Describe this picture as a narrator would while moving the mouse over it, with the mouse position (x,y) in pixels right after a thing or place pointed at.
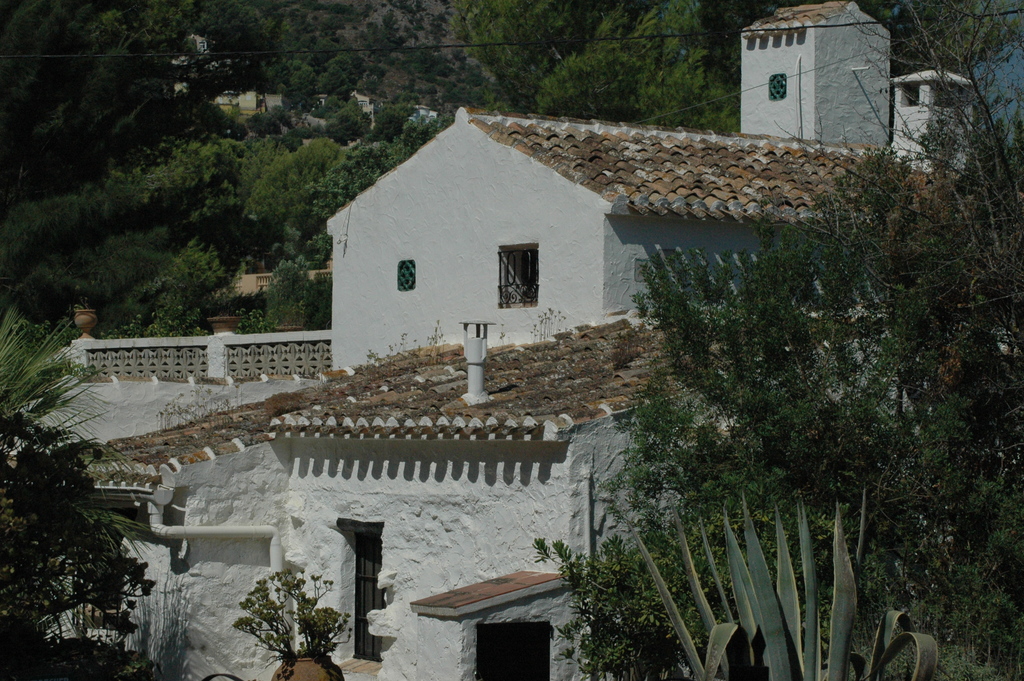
In the center of the image (407,440) there is a building (407,440). At the bottom (675,628) there are plants (720,605). In the background (248,225) there are trees (538,24) and wires (329,50).
